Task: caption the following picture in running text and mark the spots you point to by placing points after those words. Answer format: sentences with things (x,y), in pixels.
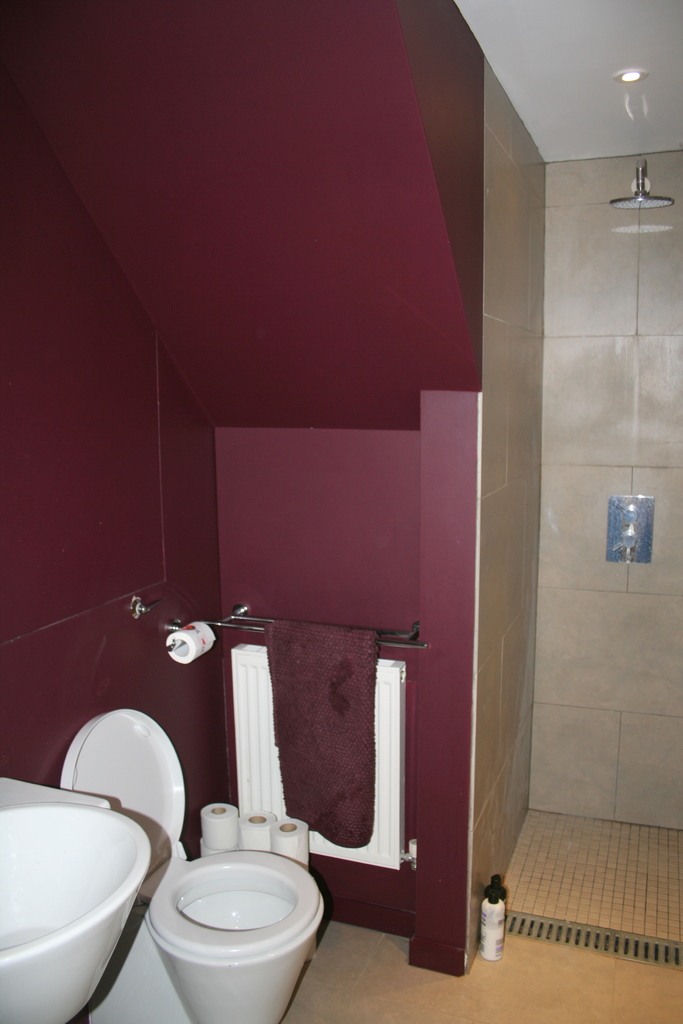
In the picture I can see a toilet seat (258,942), tissue paper rolls (293,839), wall (201,742), lights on the ceiling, shower head (642,206), taps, a bottle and some other things (325,715). This is an inside view of a bathroom (295,772).
